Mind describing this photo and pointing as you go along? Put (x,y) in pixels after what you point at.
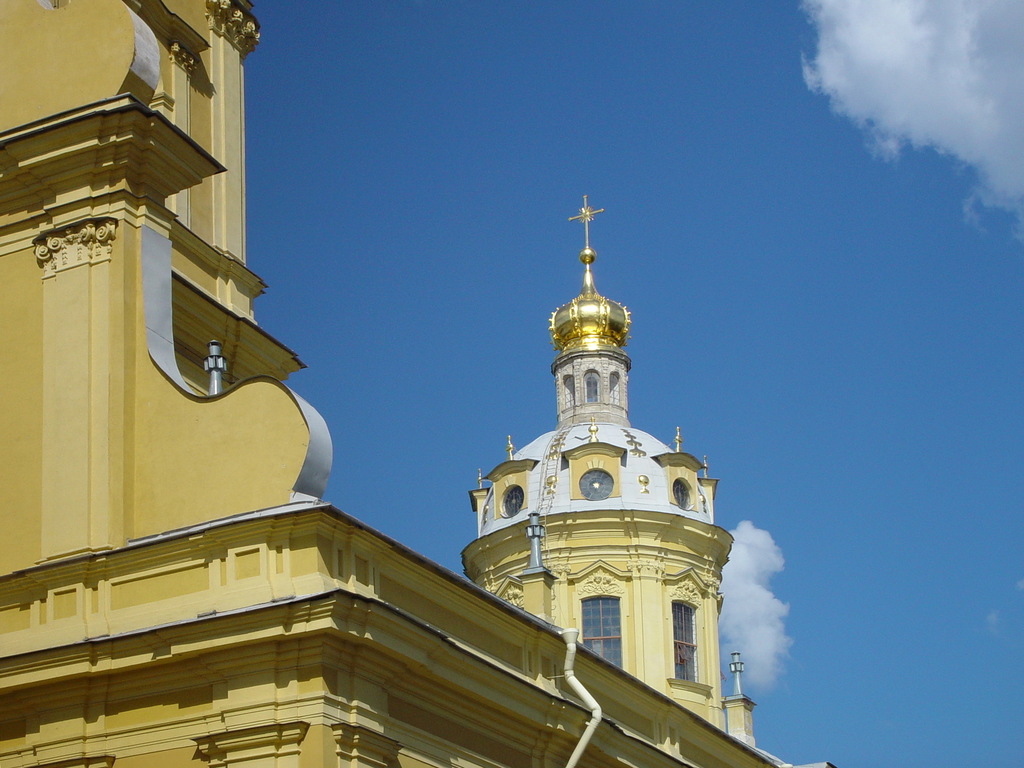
In this image we can see a building (391,553) with windows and a cross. On the backside (399,242) we can see the sky (724,308) which looks cloudy.
